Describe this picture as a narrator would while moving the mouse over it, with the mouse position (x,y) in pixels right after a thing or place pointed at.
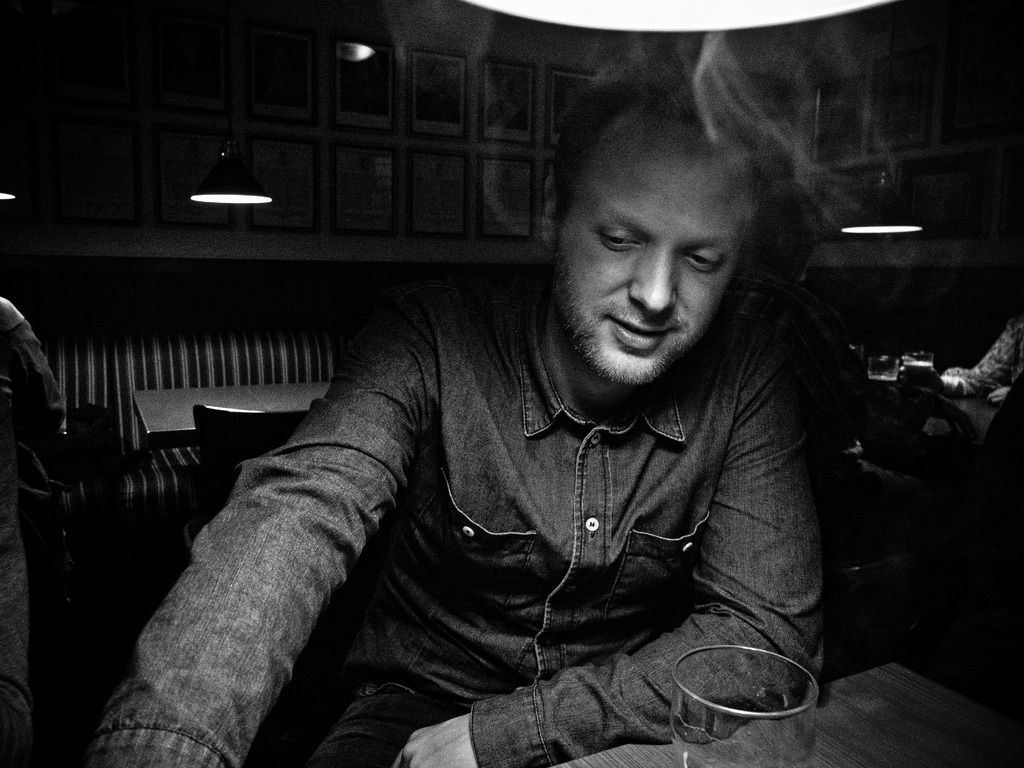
This is a black and white image. In the center of the image (366,469) we can see a man (429,481) is sitting on a chair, in-front of him we can see a table (915,716). On the table (869,716) we can see a glass (674,678). In the background of the image (262,176) we can see the tables (181,398), chairs (90,366), lights (877,203), frames (86,85) and two people (11,485) are sitting on the chairs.
